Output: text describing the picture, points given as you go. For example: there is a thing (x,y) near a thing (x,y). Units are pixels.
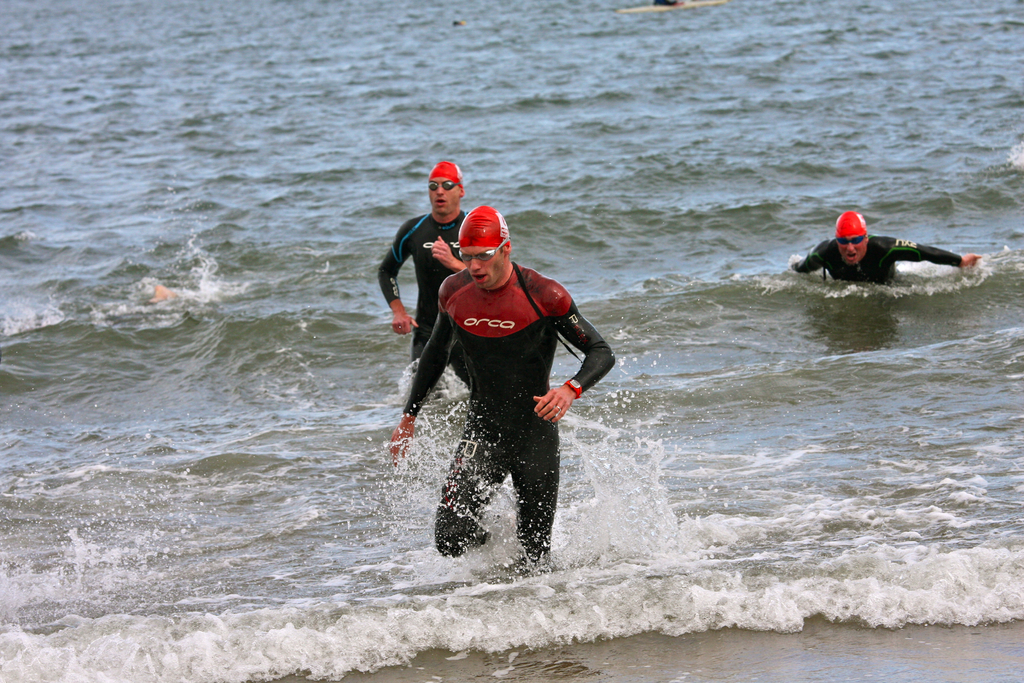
This picture is clicked outside the city. In the center (495,451) we can see the group of persons (494,212) wearing black color dresses (527,287) and seems to be walking. On the right (857,262) we can see another person (871,276) in the water body (778,277).
